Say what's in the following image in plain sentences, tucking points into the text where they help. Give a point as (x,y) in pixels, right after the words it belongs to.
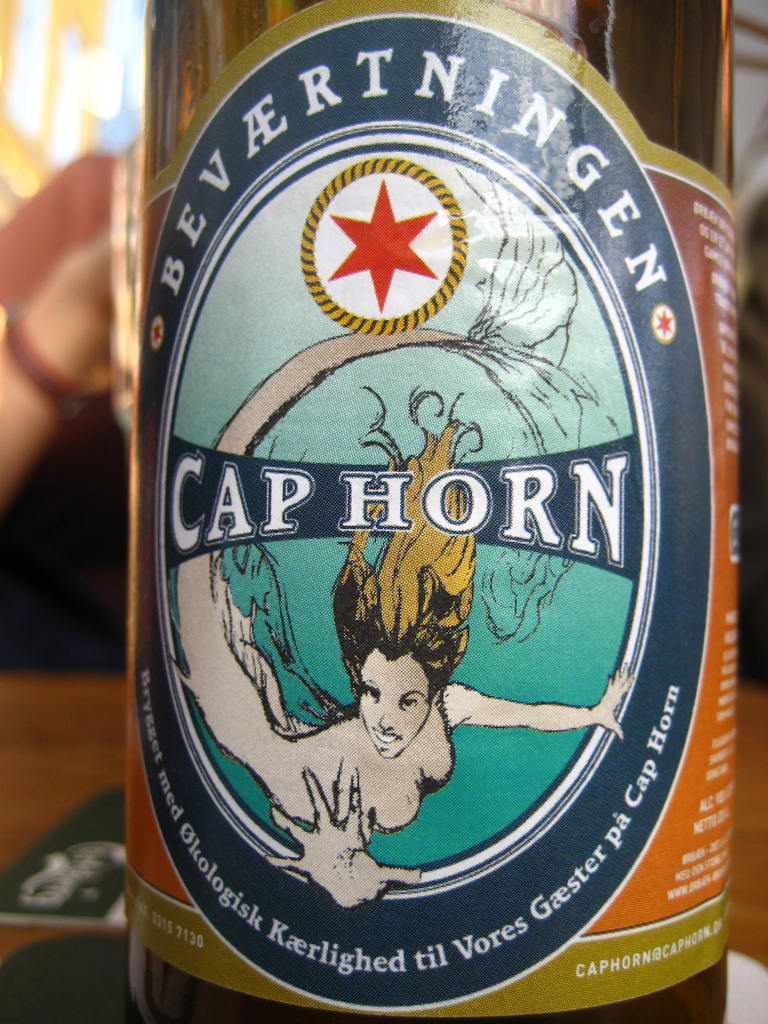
In this image we can see the label (424,508) of a bottle (385,498). On the label (410,674) there is an image (312,668) of a lady (396,641) and some text (434,498) on it.
